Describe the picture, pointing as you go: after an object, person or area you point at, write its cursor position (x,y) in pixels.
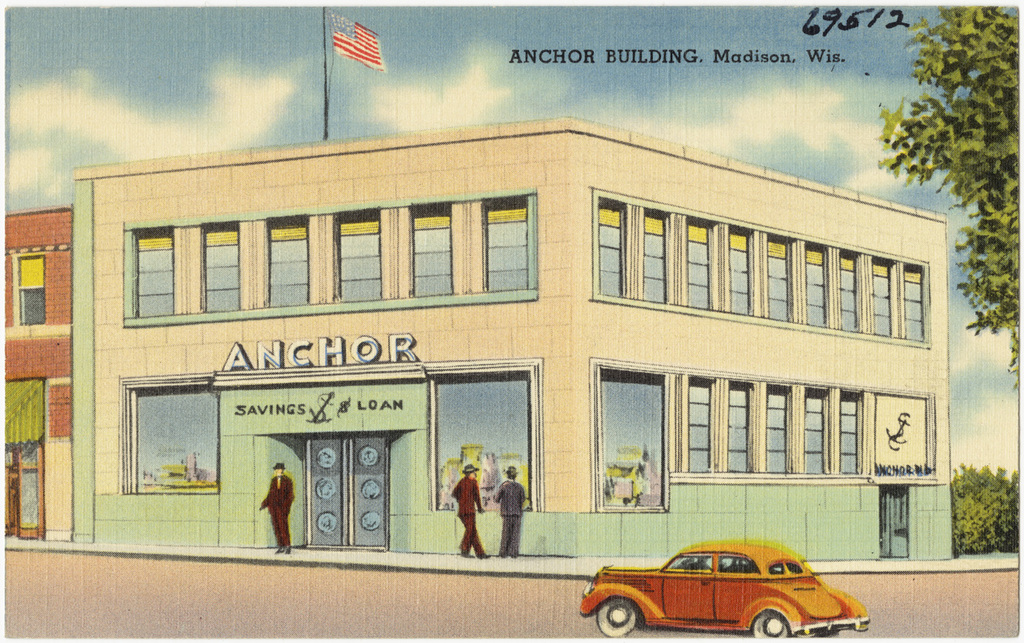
To the bottom of the image (220,587) there is a road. To the right side of the road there is a car (679,590). Behind the car (693,592) there is a building (501,251) with walls (183,196), glass windows (464,428), pillars (672,468) and doors (329,489). In front of the building (341,489) there are few people (264,502) standing on the footpath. To the left corner of the image (44,315) there is a building (46,362) with brick wall (10,286), window (40,287) and door (30,512). Above the door (26,471) there is a green tent (20,410). In the middle of the image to the top of the building (95,297) there is a flag pole (325,112) with the flag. To the top of the image (114,34) there is a sky (88,44). To the right corner of the image (990,488) there are trees (1018,354).
